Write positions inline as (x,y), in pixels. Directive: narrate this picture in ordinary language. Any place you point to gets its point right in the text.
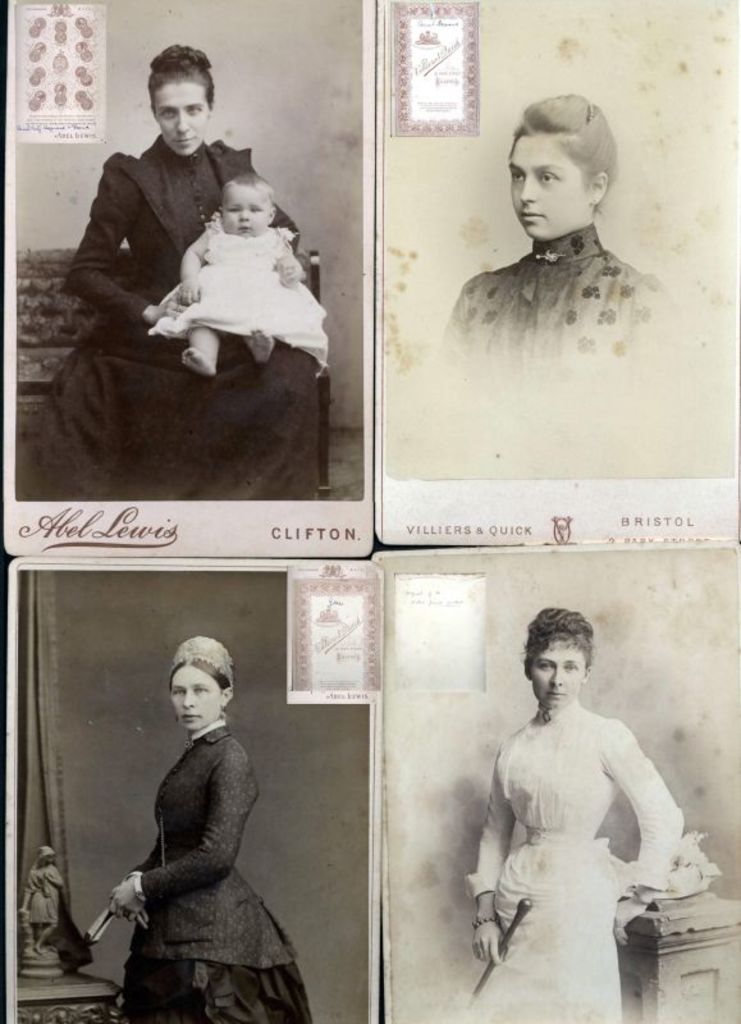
It is a black and white picture. It is a collage image of five different people (657,776).
